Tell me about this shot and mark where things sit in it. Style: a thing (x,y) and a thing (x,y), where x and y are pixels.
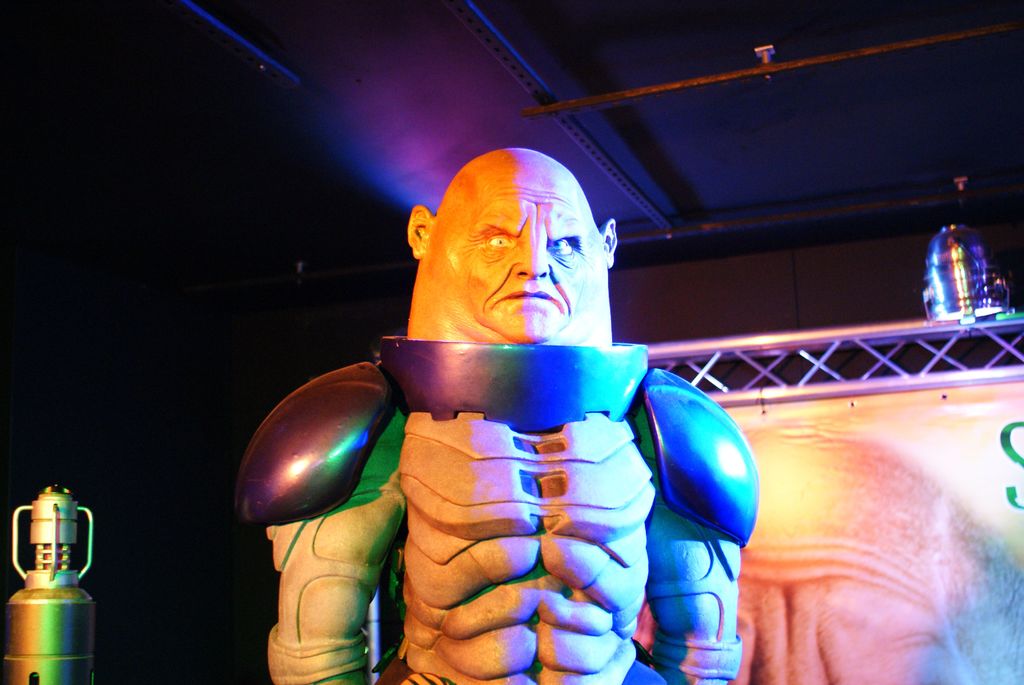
In the foreground of this image (539,392), there is a statue like structure (569,577) and in the background (903,573), there is a banner (918,507), light (947,282) and there is an object (61,535) on the left side (47,533).
